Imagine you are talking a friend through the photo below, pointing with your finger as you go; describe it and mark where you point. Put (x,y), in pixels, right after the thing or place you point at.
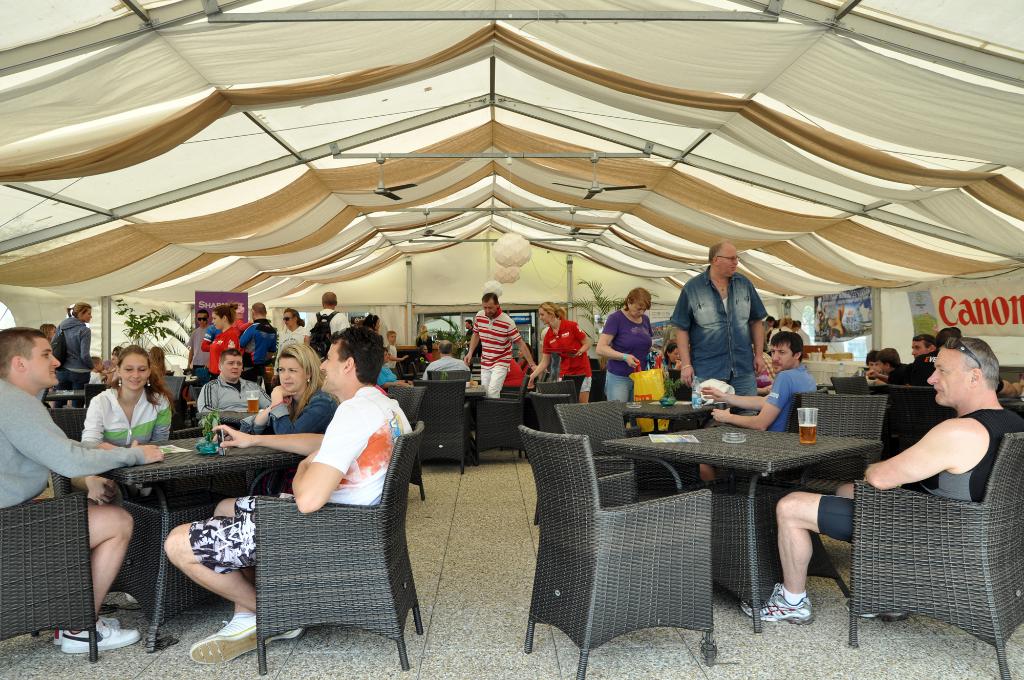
In this image I see number of people (513,337) in which most of them are sitting on the chairs (1010,551) and few of them are standing, I can also see that there are number of tables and there are few things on it. In the background (595,309) I see plants (591,296), fans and the wall (416,265).
